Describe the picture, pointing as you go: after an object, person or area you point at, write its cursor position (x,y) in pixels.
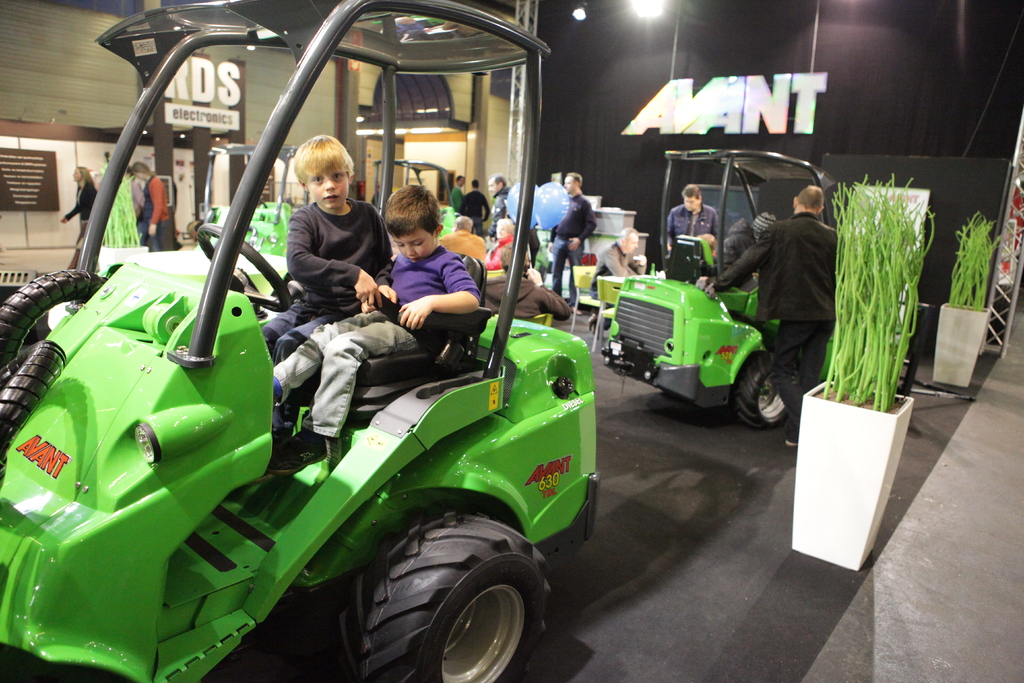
In this image there are group of persons (733,254) standing, walking and sitting. In the front (359,433) there are kids (331,269) sitting in a car (467,416) which is green in colour. On the right side (825,363) there are plants (950,304) and there is a car (702,315). In the background (196,116) there are some texts (214,101) written on the wall (628,87).
